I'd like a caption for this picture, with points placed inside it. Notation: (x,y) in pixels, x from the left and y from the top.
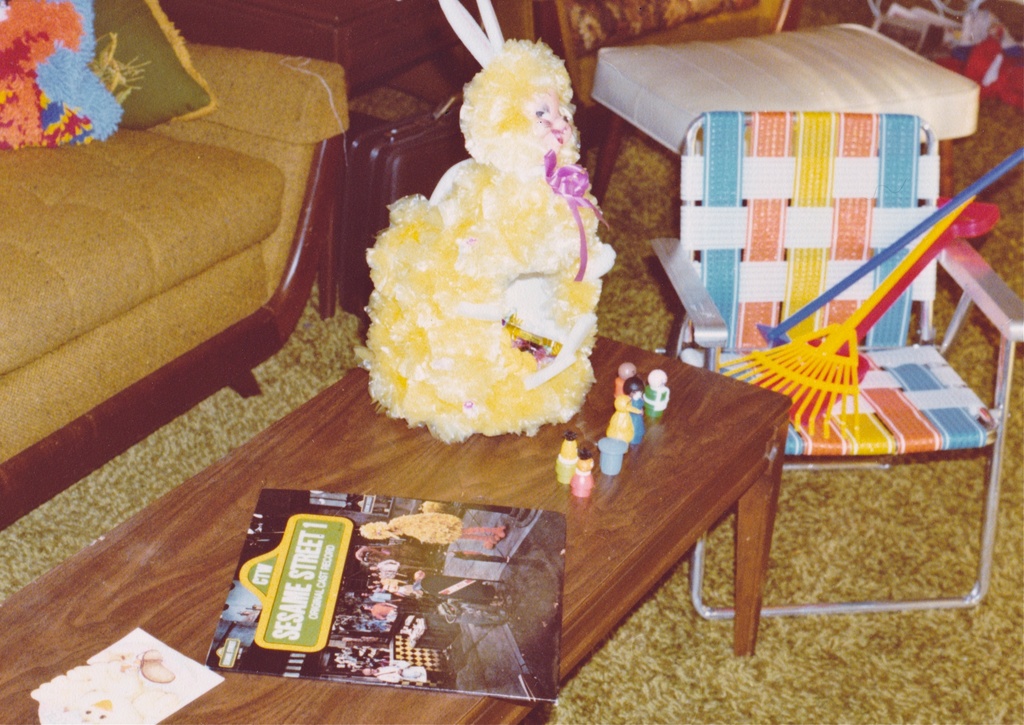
In this picture there is a yellow color small bunny toy (586,393) on the wooden table (632,514) with record (377,575). Beside there is a sofa (123,356) and colorful chair (793,313) with yellow color rake (831,361) on the chair (911,199).
